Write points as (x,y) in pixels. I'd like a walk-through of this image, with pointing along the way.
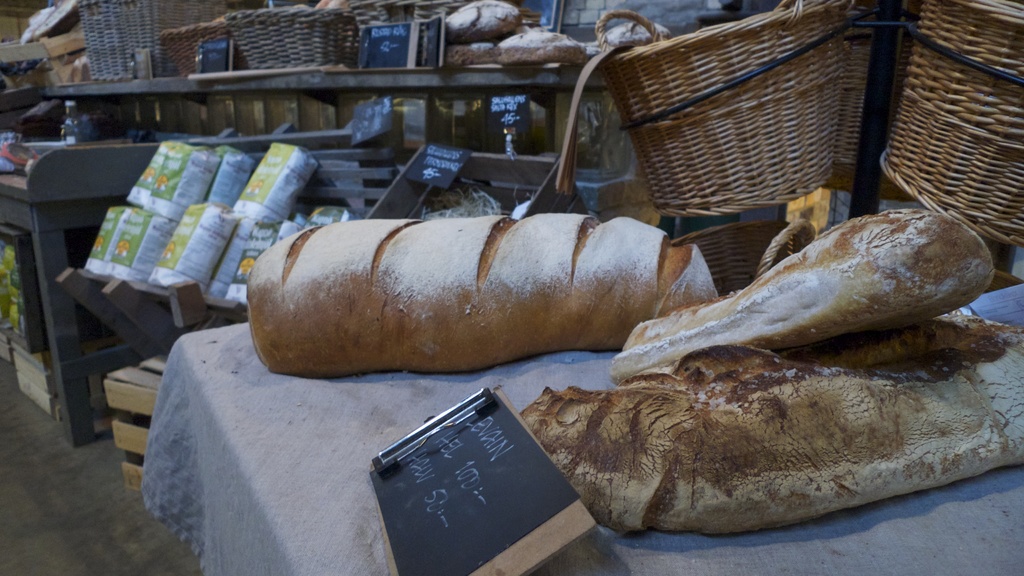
In the center of the image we can see a cloth (329,546). On the cloth (329,546), we can see some food items (770,384) and one board (506,496) with some text (490,467). In the background (209,169), we can see packets (221,158), baskets (809,114), boards (385,104) with some text (382,45) and a few other objects (321,84).
